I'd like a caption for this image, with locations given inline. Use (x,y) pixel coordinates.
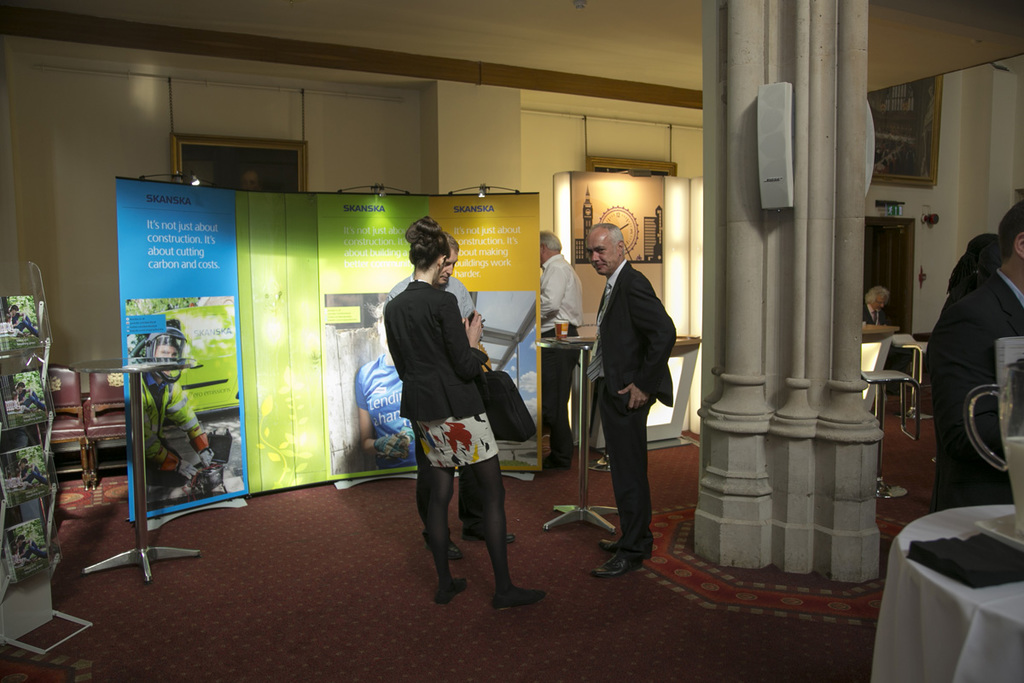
This picture is clicked inside. On the right corner (949,581) there is a table (974,594) on the top of which some items (990,567) are placed and we can see the persons (941,421) standing on the ground (926,487). In the center (641,318) we can see the group of people (550,370) standing on the ground (600,561). On the left (19,336) there is a cabinet (26,614) containing books (19,320) and we can see the chairs (116,406), table (101,368), banners (151,357) on which the text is printed. In the background (815,322) we can see the chairs (909,336), tables (863,333), pillar (760,336), wall (543,150), picture frames (936,128) hanging on the wall (969,99) and some other items (692,394).
